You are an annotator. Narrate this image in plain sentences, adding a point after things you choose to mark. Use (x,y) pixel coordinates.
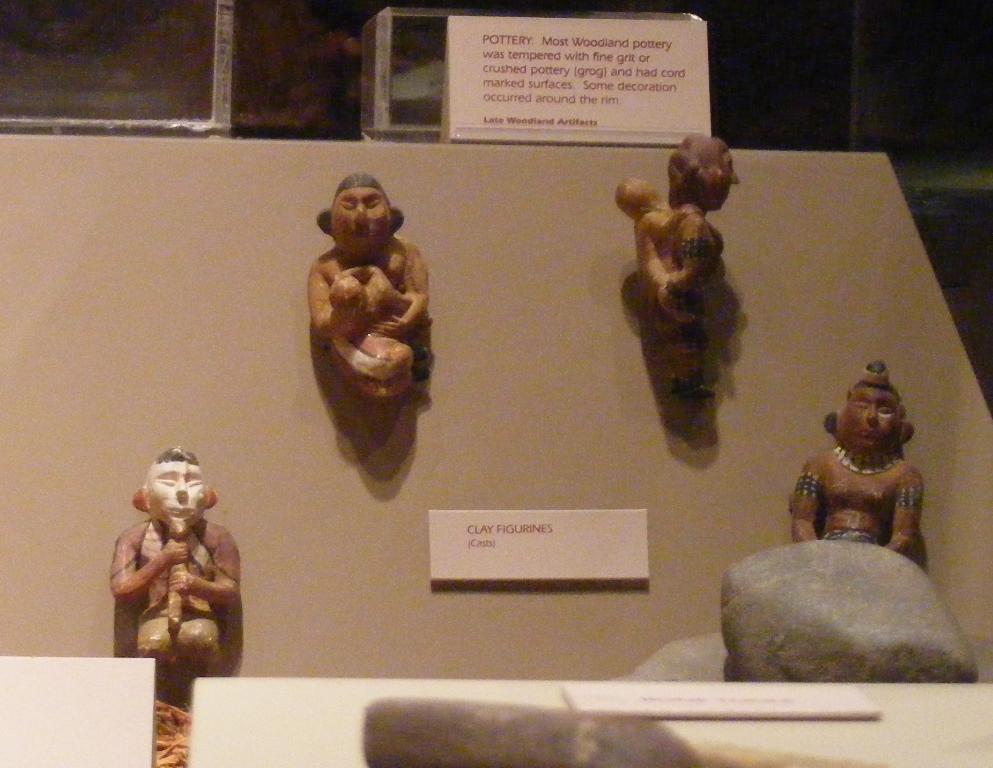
In this picture we can see statue (387,333) of the persons (694,218). On the top (666,122) there is a poster (688,61). Here we can see a nameplate (471,562) which is near to the stones (855,638). On the top (383,95) background (392,67) we can see the racks (381,57).
